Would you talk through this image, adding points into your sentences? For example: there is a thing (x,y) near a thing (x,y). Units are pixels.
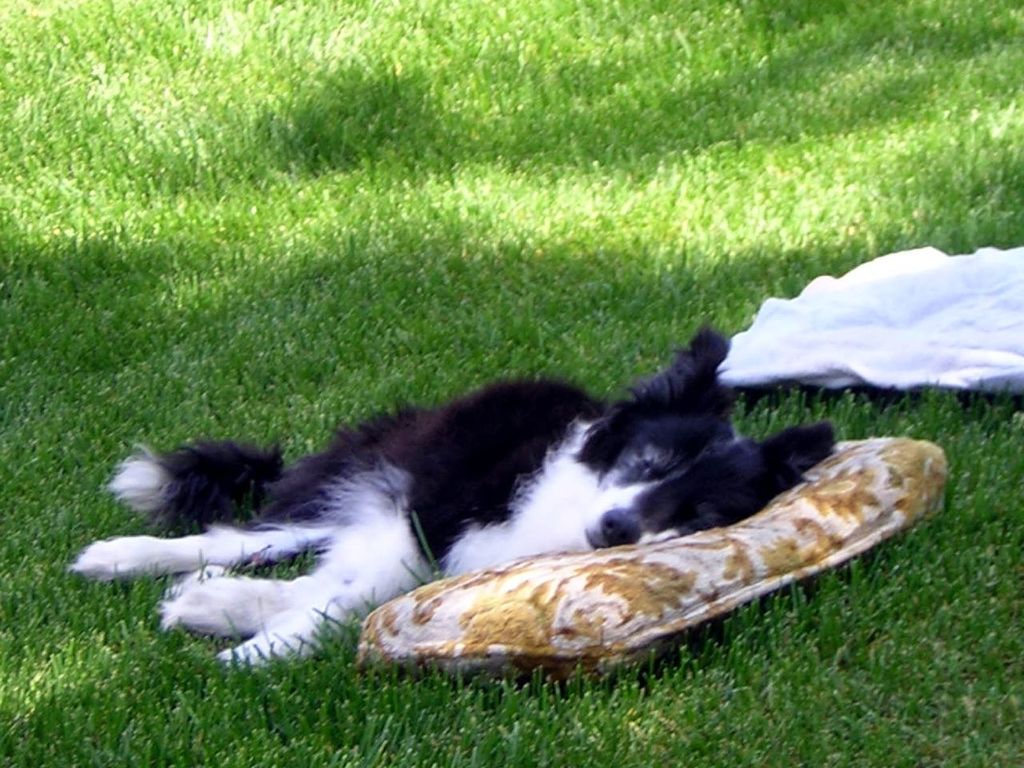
In this image we can see a dog (311,573) lying on the grass (632,672). There is a cushion (781,559) and a cloth (854,285) placed on the grass (643,687).
